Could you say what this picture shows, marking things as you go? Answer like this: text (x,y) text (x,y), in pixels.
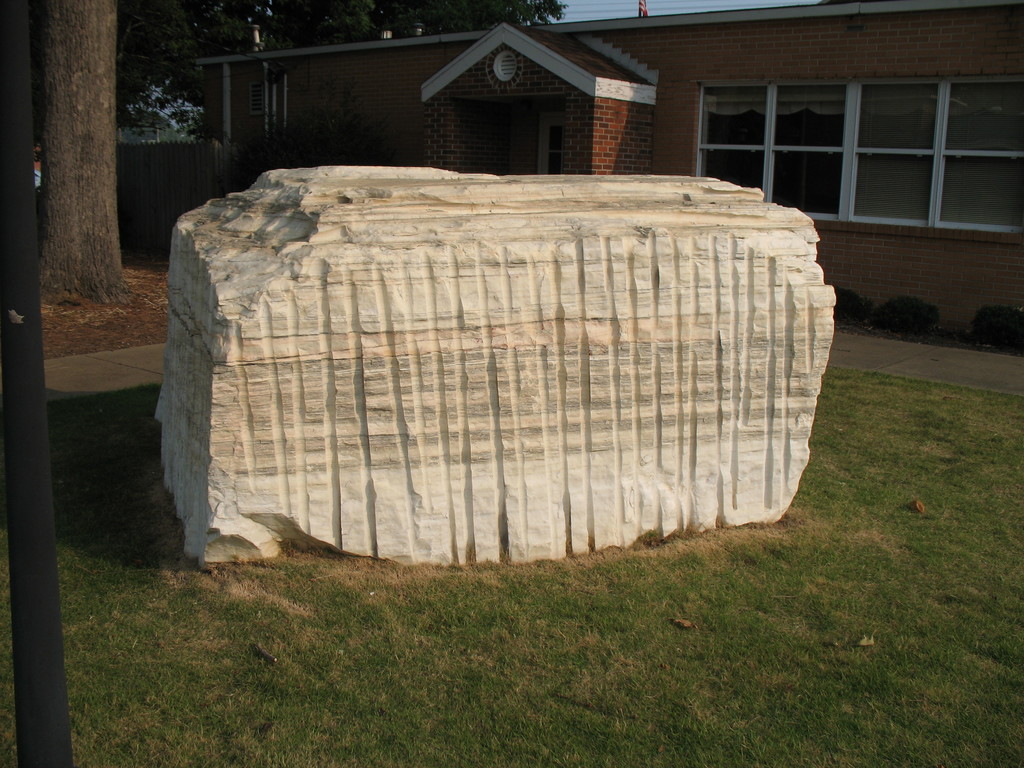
Here in this picture we can see a rock stone (347,531) present on the ground (476,572) and we can see the ground (54,404) is fully covered with grass (315,643) and beside that we can see a house (581,81) with windows (873,137) present over there and we can also see trees (190,41) present.
